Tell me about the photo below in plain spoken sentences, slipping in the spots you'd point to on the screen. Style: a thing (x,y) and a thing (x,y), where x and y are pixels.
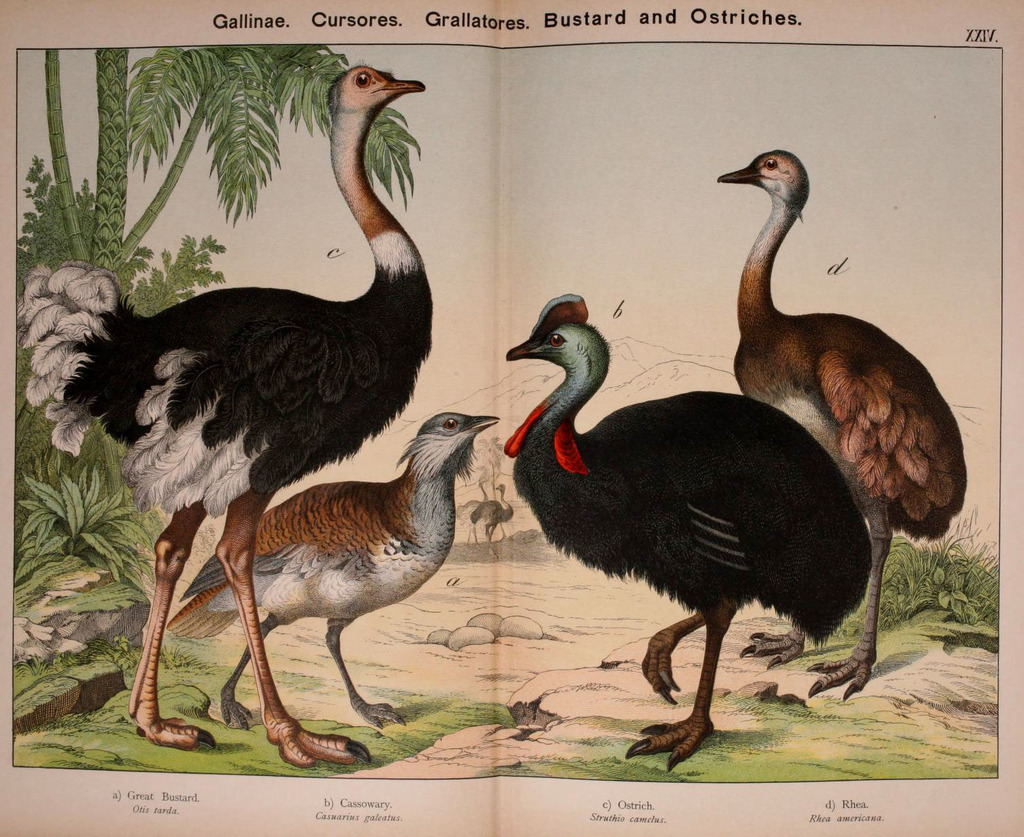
In this image I can see the paper (449,201). On the paper (624,344) I can see the birds (636,471) which are in black, red and brown color. To the side I can see the plants (171,269) and the names (612,14) written on it.
